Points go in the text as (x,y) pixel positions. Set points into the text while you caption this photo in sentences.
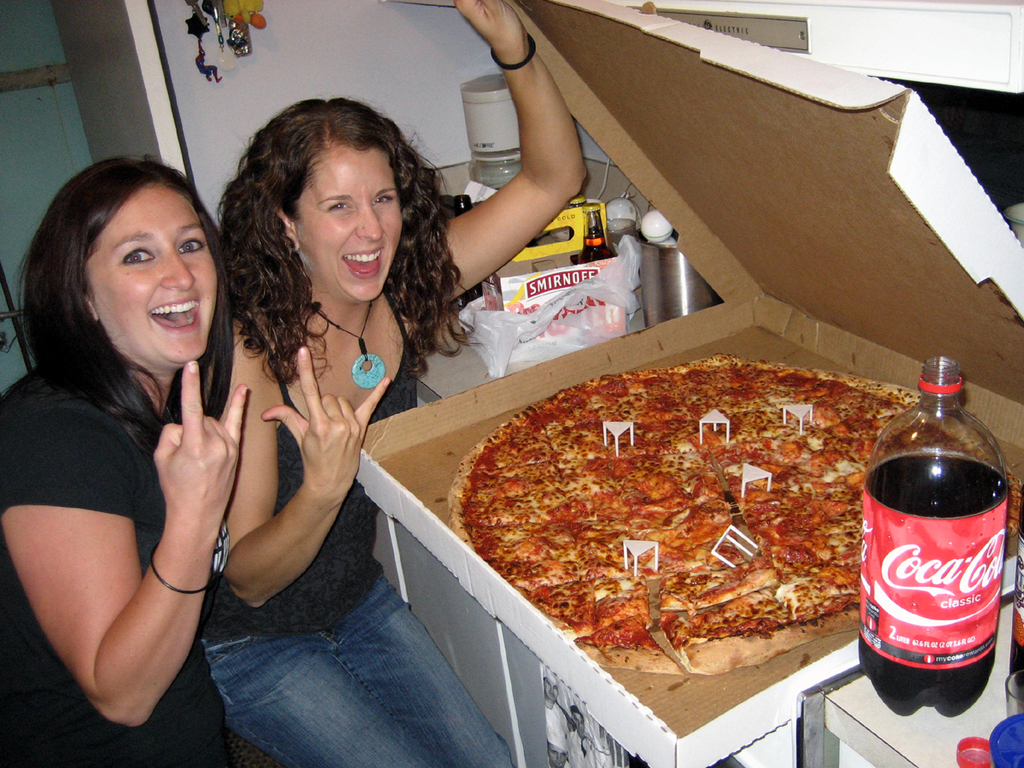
there is a pizza (689,506) and a soda bottle (928,539). and at the left (292,453) there are 2 persons (116,461) wearing black t shirt (43,468).
